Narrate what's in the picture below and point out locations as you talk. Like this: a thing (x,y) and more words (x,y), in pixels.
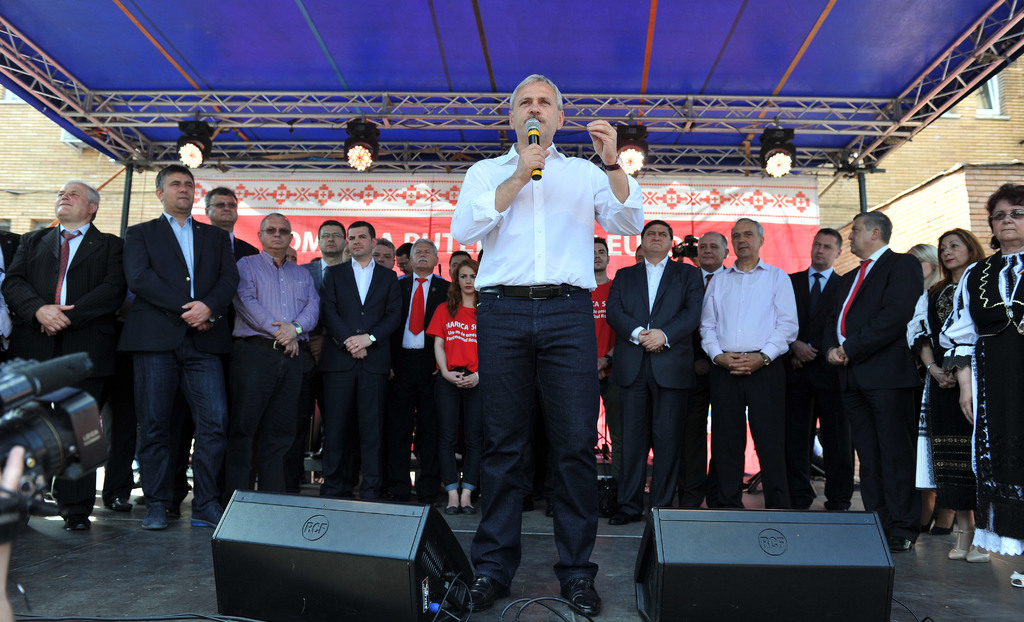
In the center of the image (576,241) we can see a man (535,147) standing and holding a mic (528,123) in his hand (526,155). At the bottom (388,552) there are speakers (261,541). On the left (35,515) we can see a camera (18,444). In the background (48,272) there are people (346,303) standing and there are buildings (912,191). At the top (364,153) there are lights (357,164).
